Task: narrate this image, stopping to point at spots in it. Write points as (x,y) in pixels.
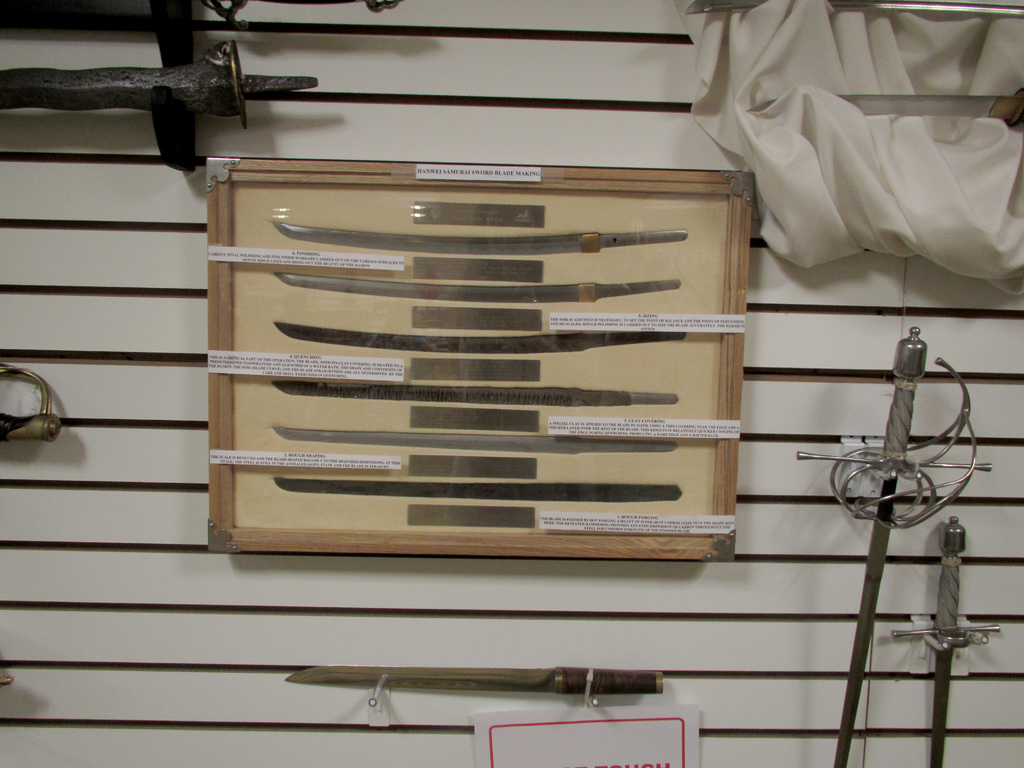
In this image we can see some tools (353,488) inside a box (267,219) which is placed on the surface (585,644). We can also see knives (855,663) with a stand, a cloth (1009,136) and a paper (555,712) pasted on the surface (708,683).
